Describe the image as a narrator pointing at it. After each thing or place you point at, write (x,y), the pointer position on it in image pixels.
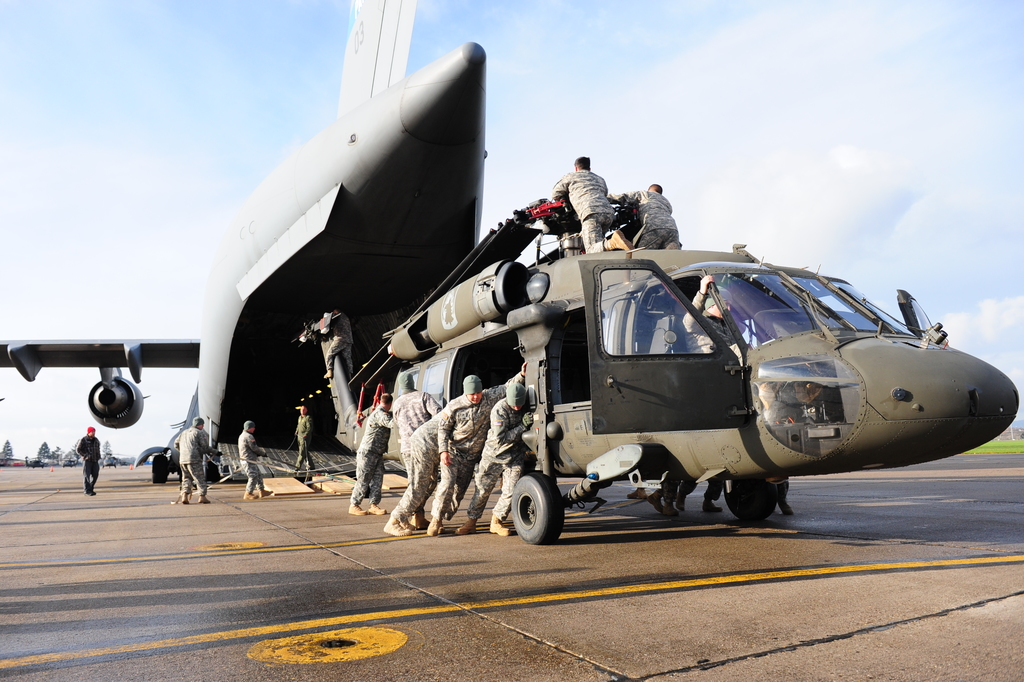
In this picture we can see an army plane (259,205), chopper (445,317) and people (359,451) on the runway (66,482). Behind the army plane (319,305), there are vehicles (75,465) and the sky (30,119).
